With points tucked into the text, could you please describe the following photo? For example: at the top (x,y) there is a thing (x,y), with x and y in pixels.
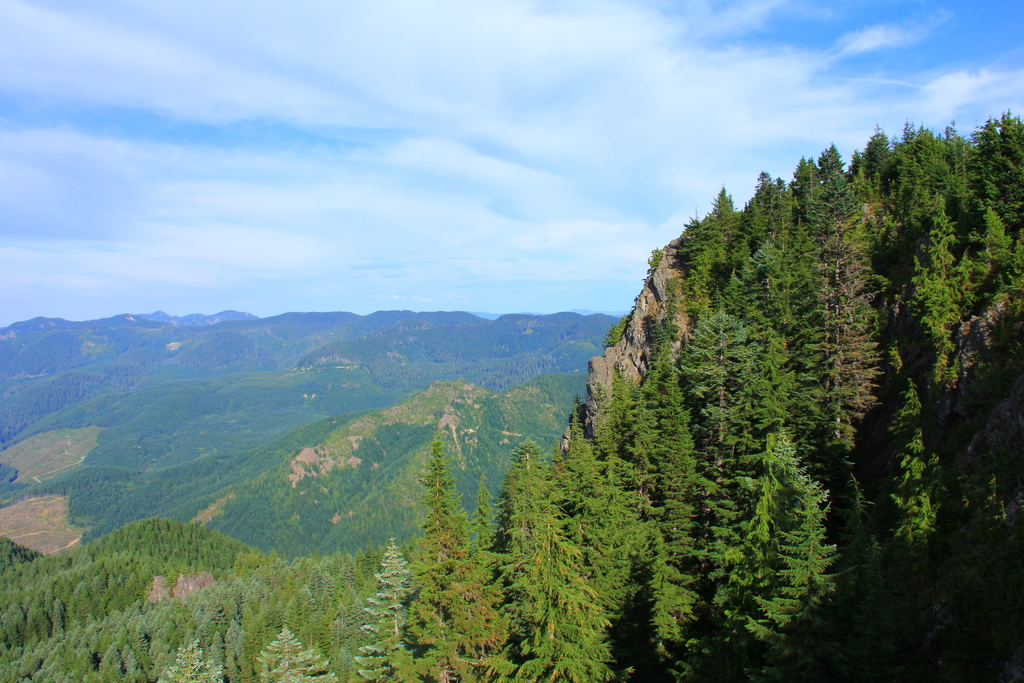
In this image it looks like it is a scenery in which we can see that there are so many hills (435,404). On the hills (424,396) there are trees (741,425). At the top (872,45) there is sky (882,55) with the clouds (545,91).
